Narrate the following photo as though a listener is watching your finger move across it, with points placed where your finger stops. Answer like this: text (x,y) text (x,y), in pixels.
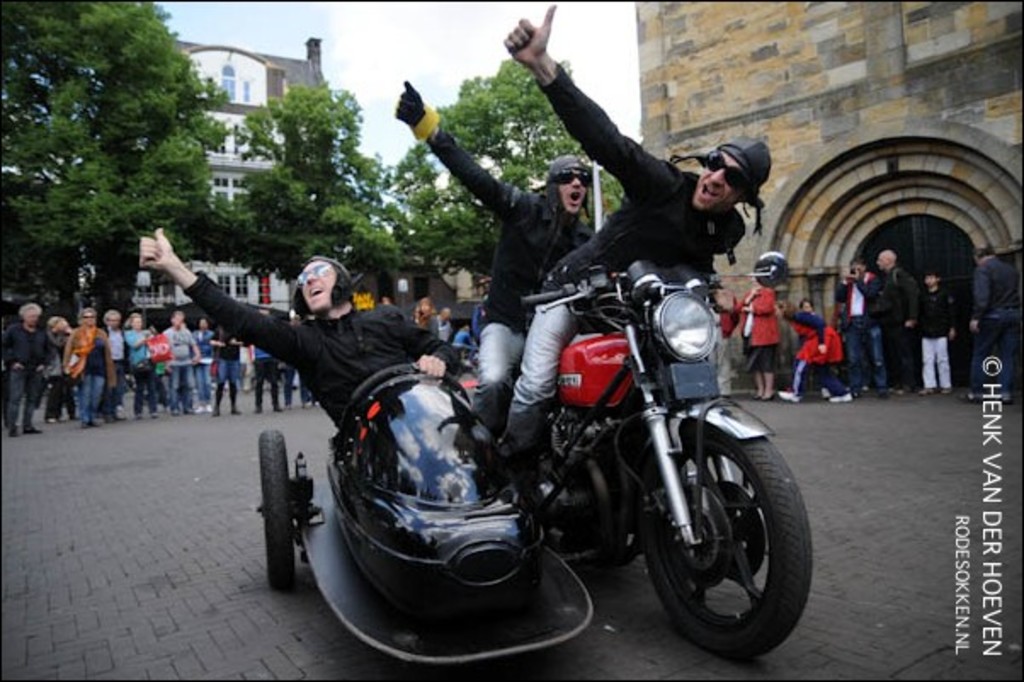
In the foreground of the image (736,180), there are three persons (316,358) riding a bike (669,341). In the right (737,204) background of the image (990,190), there is a building (903,146). In the left (113,38) background of the image (174,166) and middle, there are trees (324,91) and a building (305,80) visible. In the middle of the image (420,307), there are group of people (102,347) watching a ride (572,517). In the middle of the background (291,18), there is a sky (400,16) which is white and blue in color. This image is taken during a day time.
